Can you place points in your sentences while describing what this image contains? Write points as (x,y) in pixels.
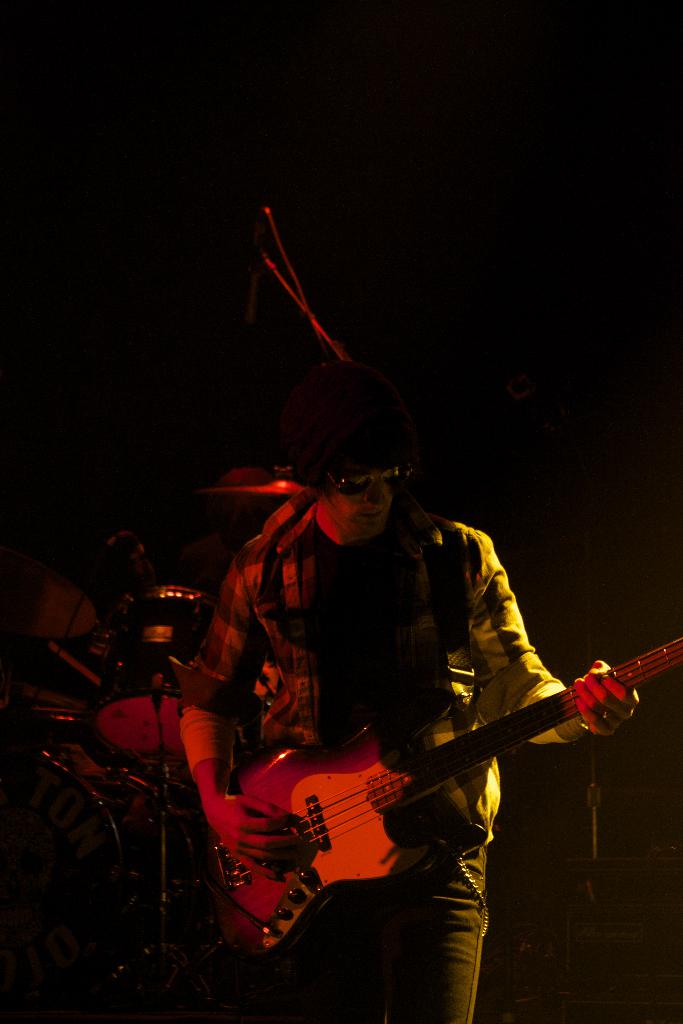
In the image there is a man (379,611) wearing goggles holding a guitar (278,877) and playing with it. In background (157,719) there are some musical instruments (132,612) and a microphone (250,301).
